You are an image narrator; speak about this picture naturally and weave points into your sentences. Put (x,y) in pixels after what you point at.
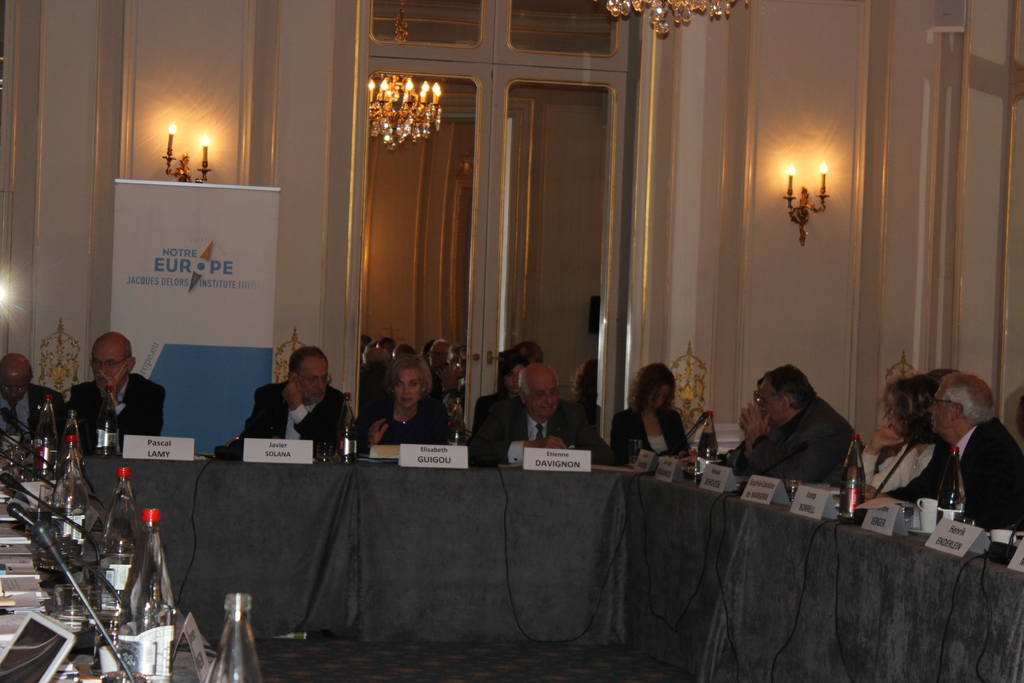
This image is taken in a conference room (642,679). All the tables (869,564) are arranged in a U shaped pattern and all the people (400,389) are sitting around that table (560,475). On the tables (542,476) there are some bottles (852,497), boards (953,544) and mike's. On the board (139,435) there are some text (288,442) written on it. In the center (424,433) there are 4 people (292,423), 3 men (273,423) and one woman (409,422). All the men (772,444) are wearing blazers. In the background (249,221) there is a board (255,205), and some candles (201,173) and a big window (531,212).
